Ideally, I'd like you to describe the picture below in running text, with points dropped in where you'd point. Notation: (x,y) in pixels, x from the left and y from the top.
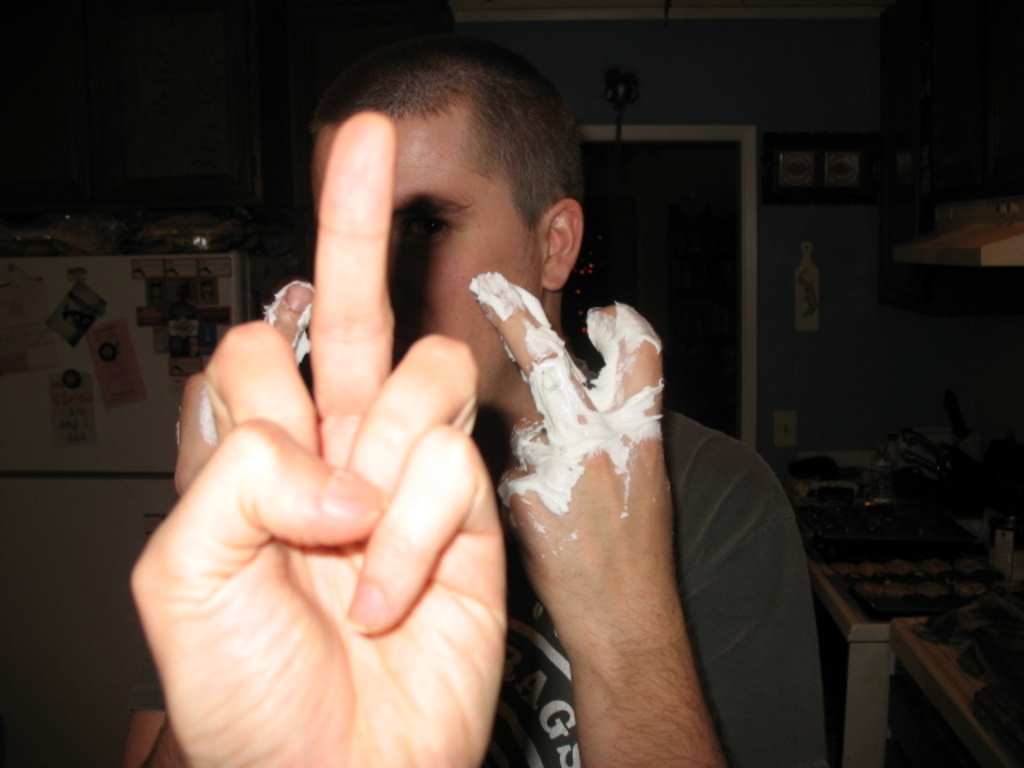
On the left side (330,367), there is a hand (312,745) of a person (396,682), showing a middle finger (368,226). In the background (505,128), there is a person (561,190), showing a finger (543,314) of both hands (530,313), there is a poster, there is a stove (939,500), there is a wall (886,354) and there are other objects (713,255).
